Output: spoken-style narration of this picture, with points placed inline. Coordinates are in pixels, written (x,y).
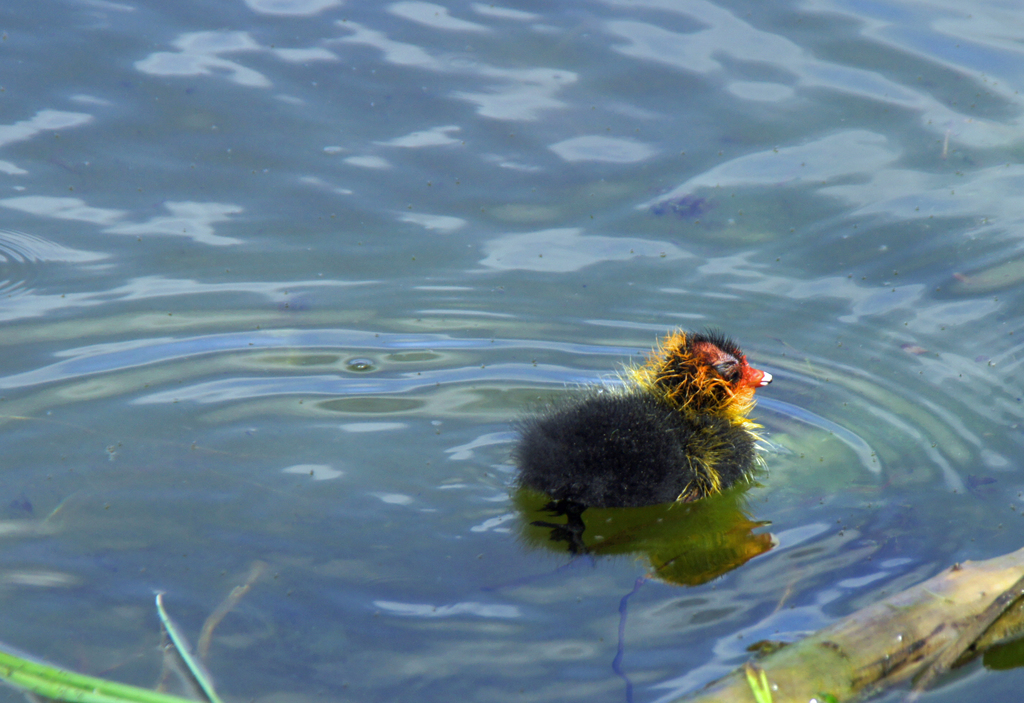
In this image, we can see a bird (643,383) in the water (878,74). We can also see an object (859,643) on the bottom right corner (999,590). We can also see an object (118,701) on the bottom left corner (67,678).
